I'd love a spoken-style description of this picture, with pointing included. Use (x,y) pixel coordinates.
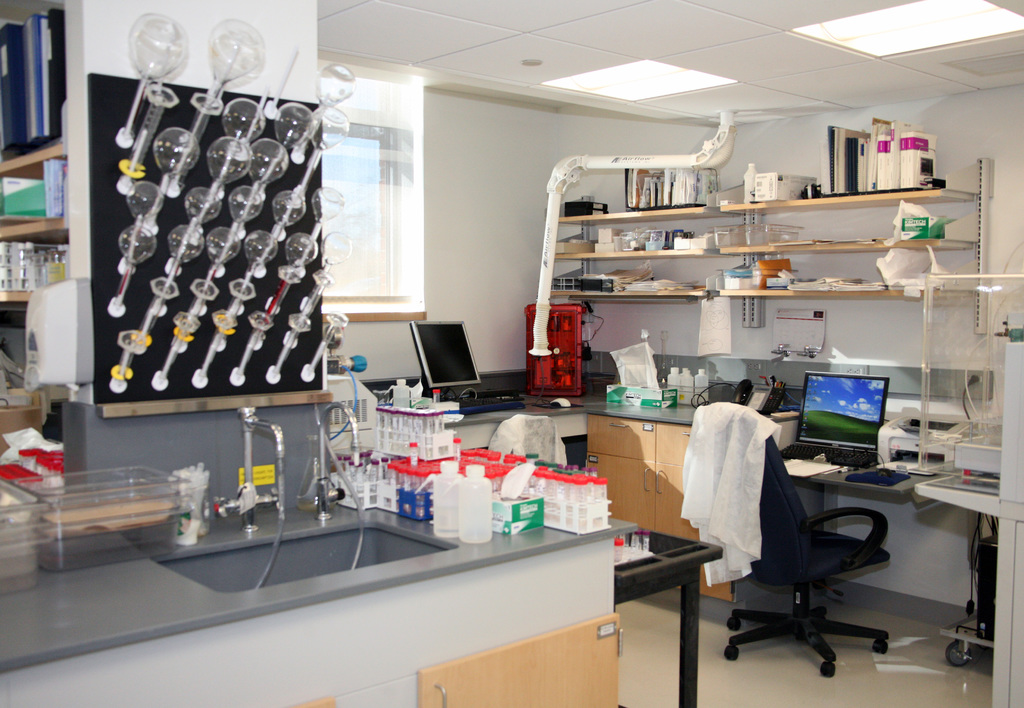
In this picture I can see there is a laboratory (310,384) and it has different types of flasks (246,215) arranged here. There is a wash basin (252,553) and it is attached with taps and there are some test tubes (542,494), chemicals (442,469) in a bottle (459,484) and there is a monitor (816,419), key board (852,454), printer (942,439) placed on the table (908,468) and there is another monitor (460,369), keyboard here and there is a window (422,207) here.
